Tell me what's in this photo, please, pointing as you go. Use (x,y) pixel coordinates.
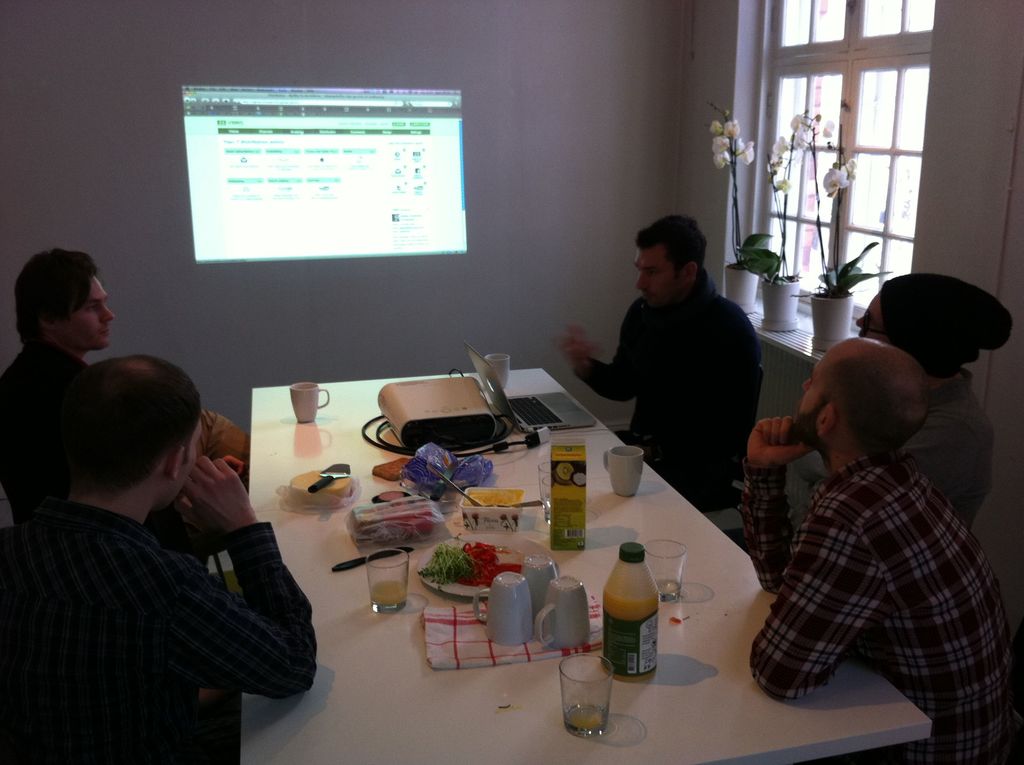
In this image I can see few people (38,633) are sitting around a table (362,728). On this table (336,695) I can see few glasses (655,569), few cups (526,589), a bottle (642,612), a projector machine (455,429) and a laptop (548,394). Here on this wall (223,192) I can see projector's reflection (220,176). I can also see few plants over here.
